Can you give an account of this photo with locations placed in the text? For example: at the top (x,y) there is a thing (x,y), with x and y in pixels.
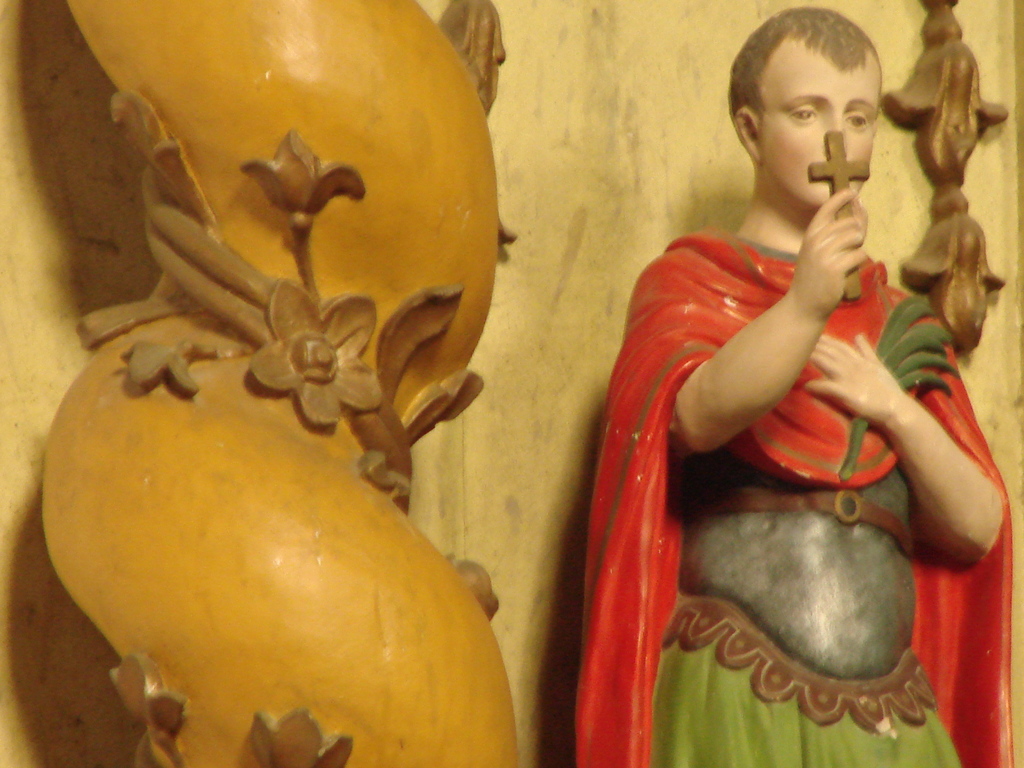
The picture consist of sculptures (913,95). On the right (782,544) we can see a person (864,295) holding cross (831,139). In the background (514,287) there is wall (502,498).
